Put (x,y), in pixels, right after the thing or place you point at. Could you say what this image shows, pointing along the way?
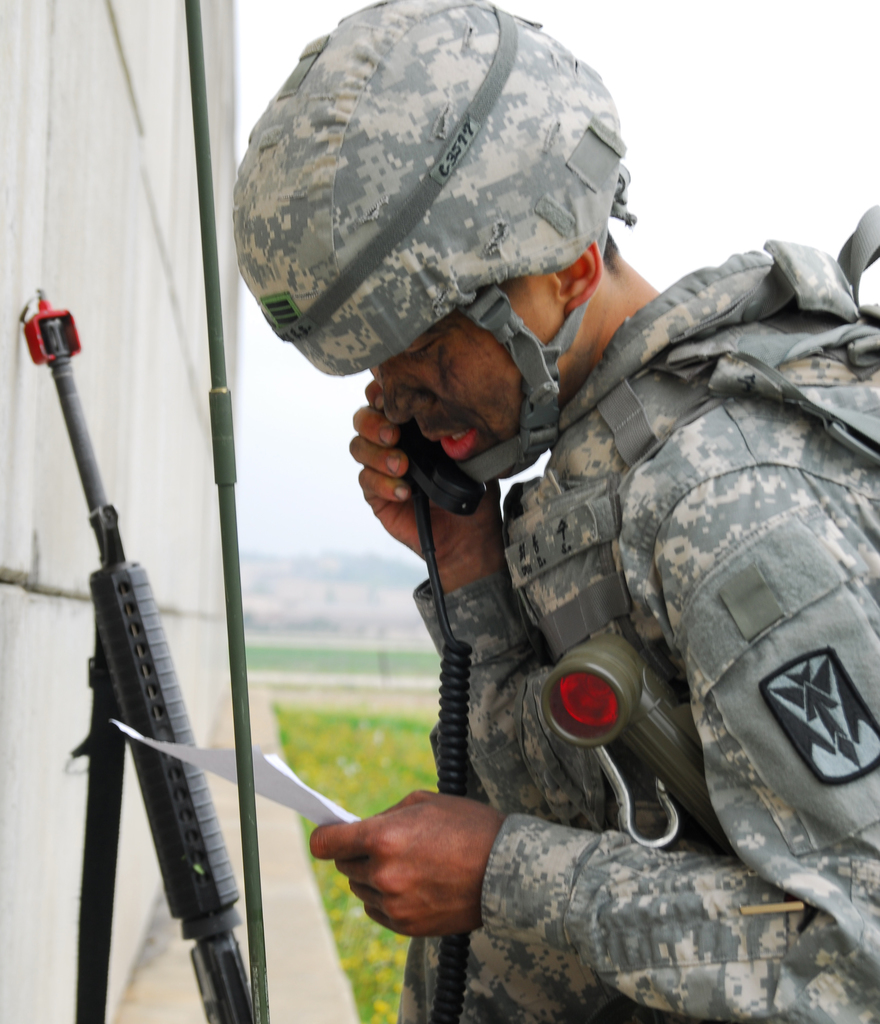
In this image we can see a man (493,514) with weapons (70,390), wall (197,596), hills (382,582), sky (300,383) and ground (330,641).
